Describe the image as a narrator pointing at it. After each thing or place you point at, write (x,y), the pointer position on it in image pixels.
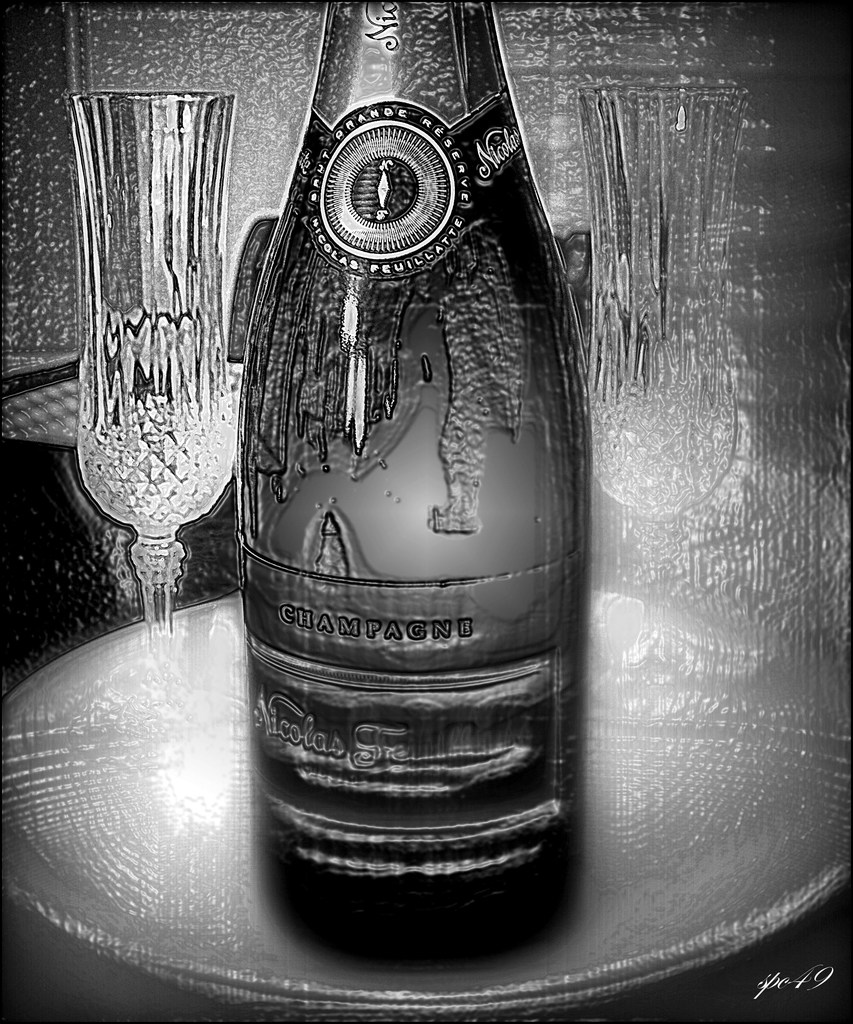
This is an edited black and white image. In this image we can see a bottle (471,756) and some glasses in a plate (709,918) which is placed on the surface (713,972).
